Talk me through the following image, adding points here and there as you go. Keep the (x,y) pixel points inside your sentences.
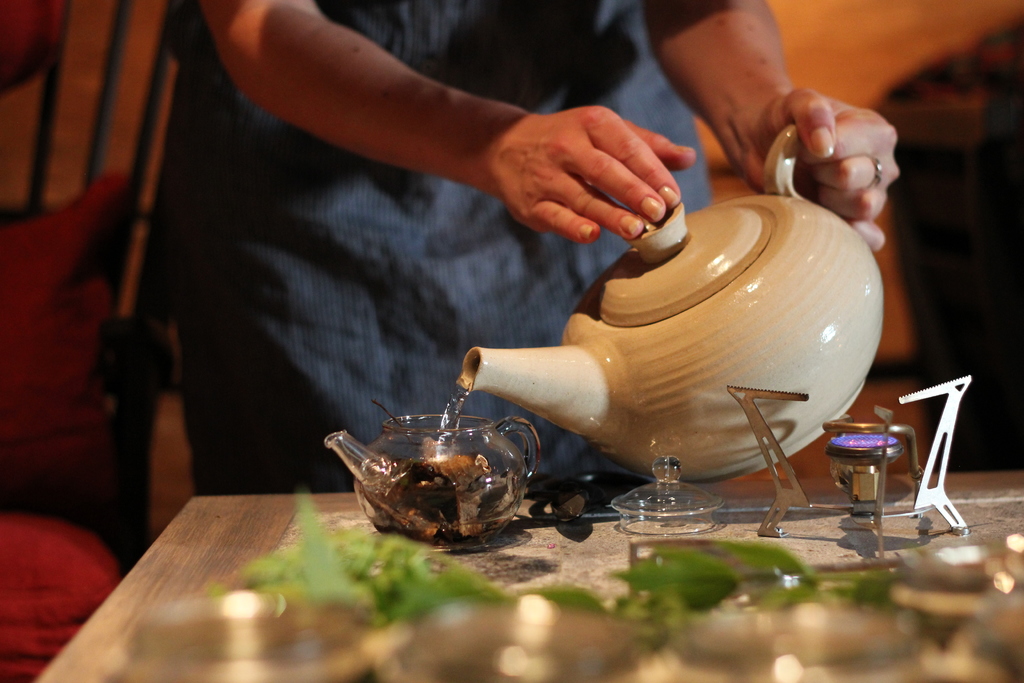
In this image we can see a person (551,230) holding a kettle (776,187) with his hands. In the foreground (676,554) we can see a bowl (444,510), lid (682,501), stove (920,470) and some objects (927,593) placed on the table (281,524). In the background (75,273), we can see the chair (73,216).
